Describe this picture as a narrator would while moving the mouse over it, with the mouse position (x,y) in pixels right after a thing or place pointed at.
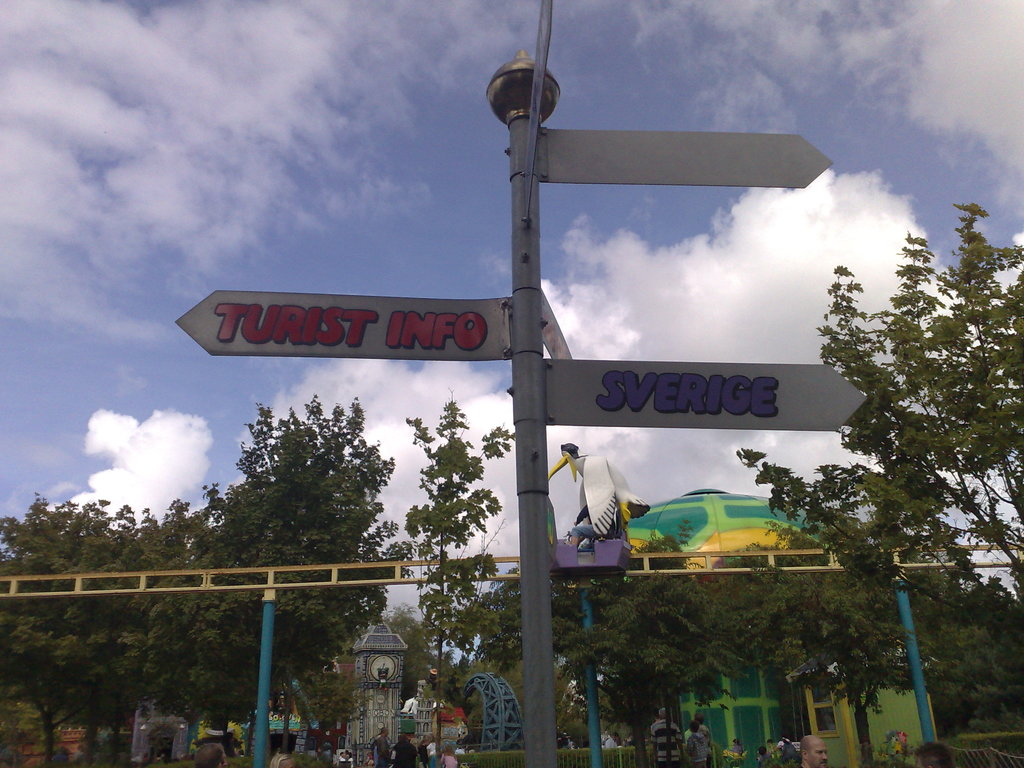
In this image we can see some trees (203,536), poles (527,198), boards (613,401), people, fence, house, tower (387,695) and some playing objects (415,700), in the background (199,124) we can see the sky (102,121) with clouds (126,126).
